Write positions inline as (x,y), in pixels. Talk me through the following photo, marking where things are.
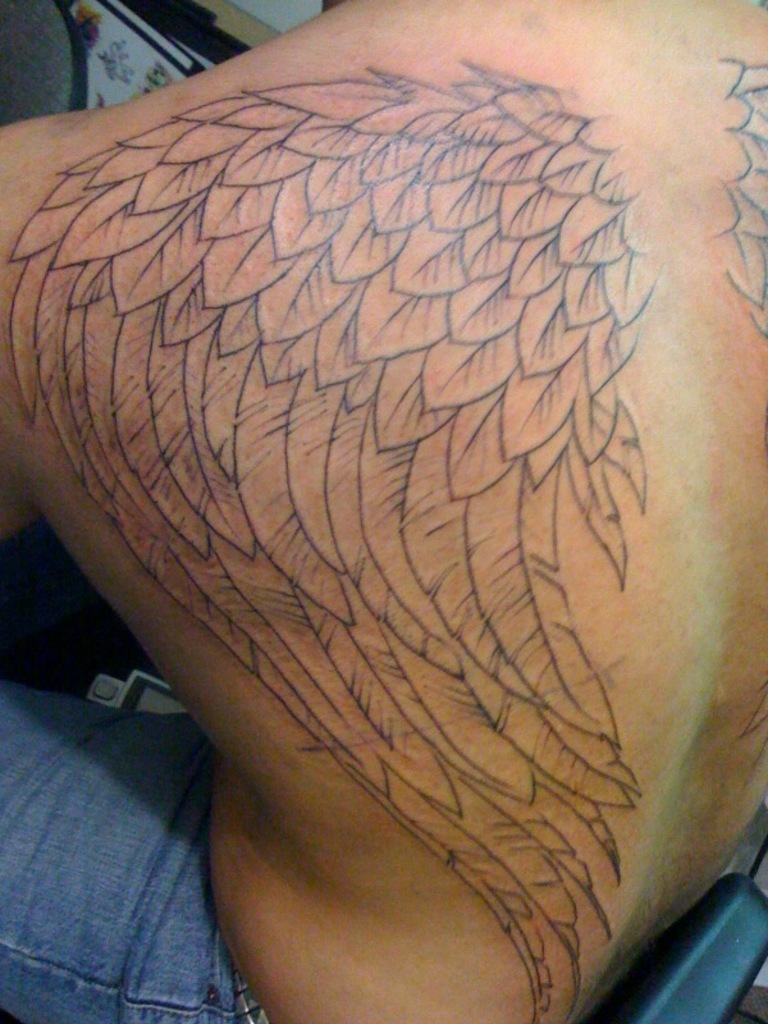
In this image I can see a tattoo (399,400) on a person's body (520,599).
